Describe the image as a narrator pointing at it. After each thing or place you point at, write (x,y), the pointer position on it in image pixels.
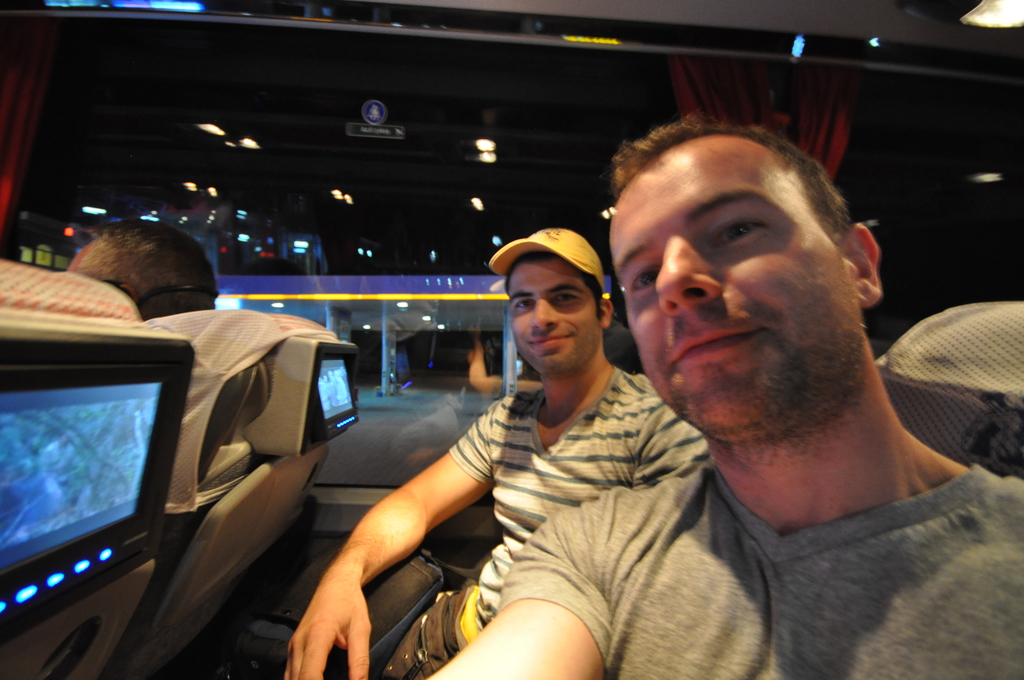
On the right side (832,515), there are two persons (712,442) in different colors T-shirts (981,612), smiling and sitting on the seats (929,415). On the left side (189,304), there is a person (166,272) sitting on a seat (238,438) of a vehicle (710,37) which is having glass windows (915,191) and curtains (811,104). Through this glass window (377,324), we can see there are buildings (418,306) and there are lights (488,159).
